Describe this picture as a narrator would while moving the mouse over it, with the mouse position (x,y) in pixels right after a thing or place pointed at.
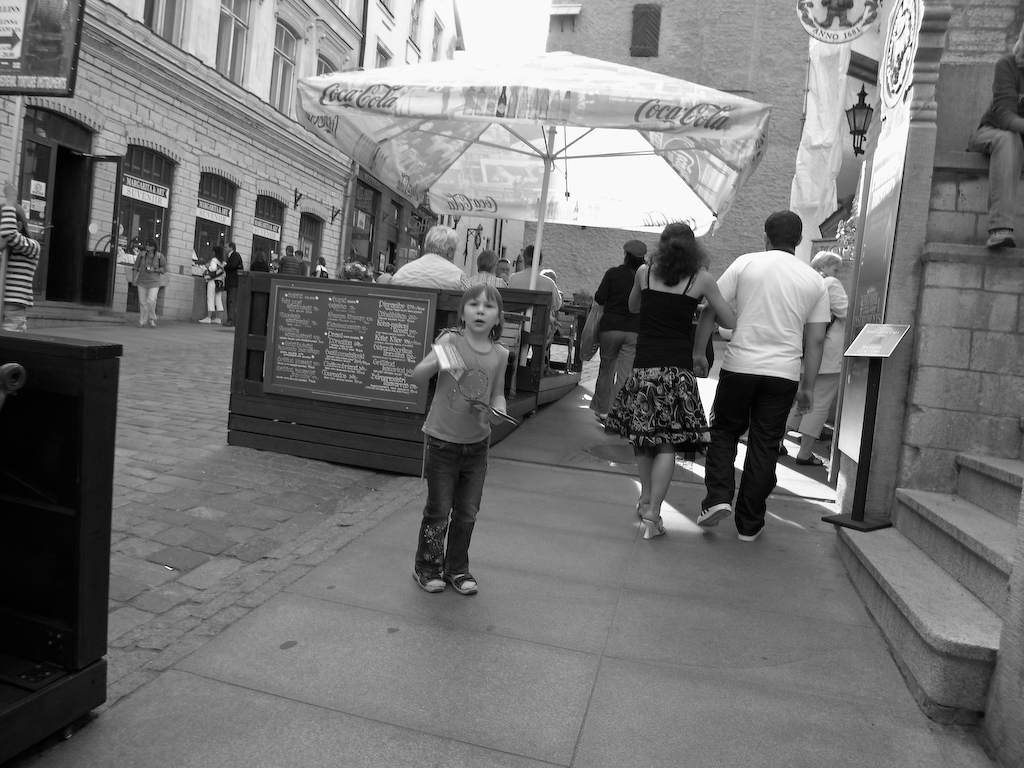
In this image there are people (439,585) and we can see a parasol (474,112). There are tables (6,464). In the background (285,49) there are buildings (138,31) and we can see board (909,29). On the right (915,559) there are stairs (901,609).
